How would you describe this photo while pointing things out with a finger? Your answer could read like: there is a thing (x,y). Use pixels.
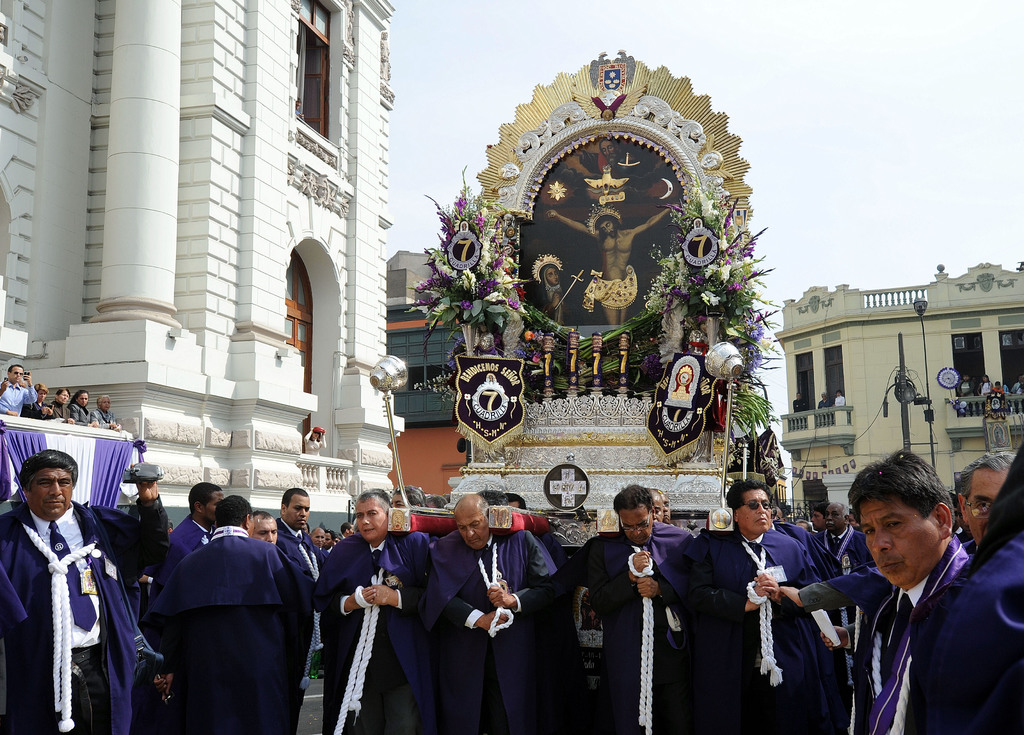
In this image there are people (639,514) carrying the idol (646,402). On the left side of the image (103,403) there are people (70,415) standing on the balcony (88,441). In the background of the image (1002,297) there are buildings (887,347). There is a light pole (926,386) and there is sky (904,75).
